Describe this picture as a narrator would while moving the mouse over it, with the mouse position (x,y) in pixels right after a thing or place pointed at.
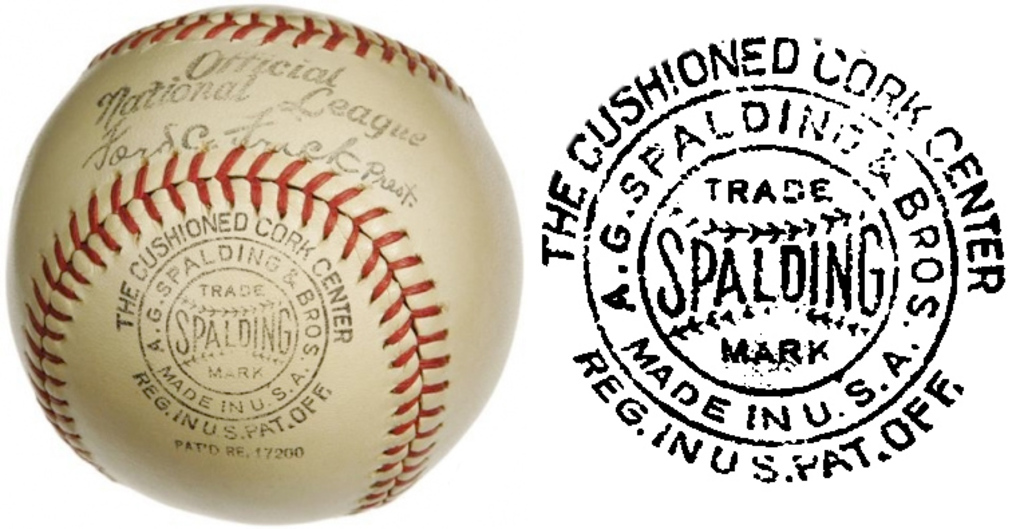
In this image there is a ball (163,309) with some text (180,296) on it and a stamp (681,286).
